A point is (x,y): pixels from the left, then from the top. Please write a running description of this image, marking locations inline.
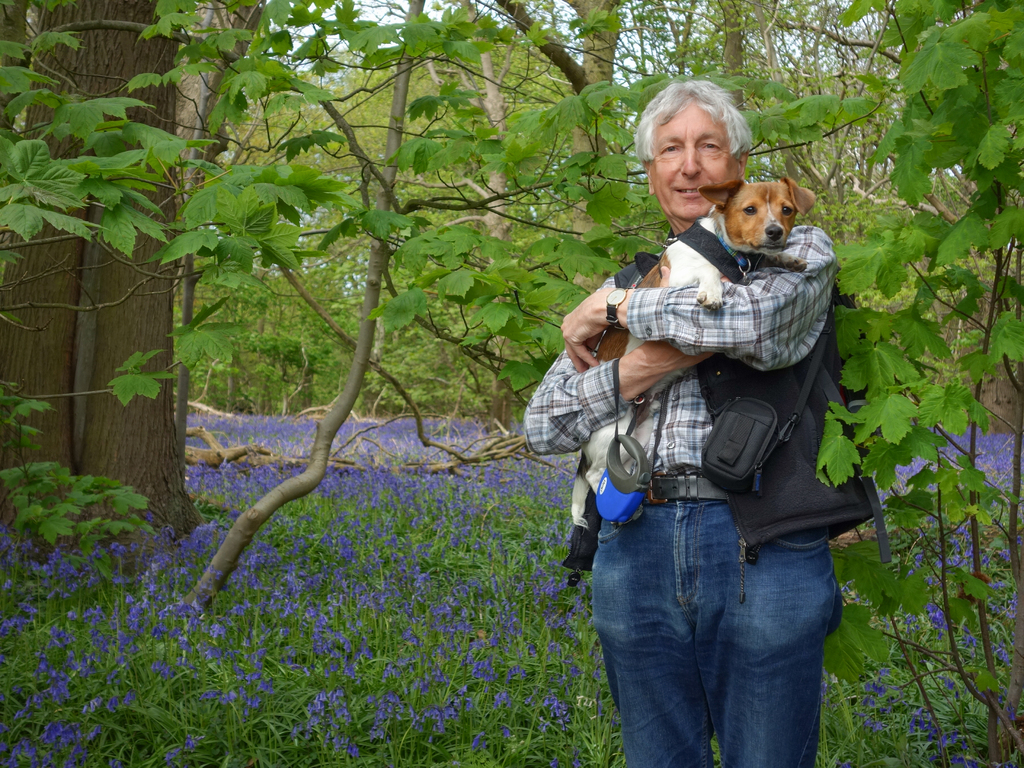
In this image, there is a person (680,152) standing and holding a dog (776,264) with his hands (625,318). This person (699,319) is wearing clothes (647,535), watch (615,292) and bag (736,421). There are some trees (459,254) and plants (451,610) behind this person (804,365).
